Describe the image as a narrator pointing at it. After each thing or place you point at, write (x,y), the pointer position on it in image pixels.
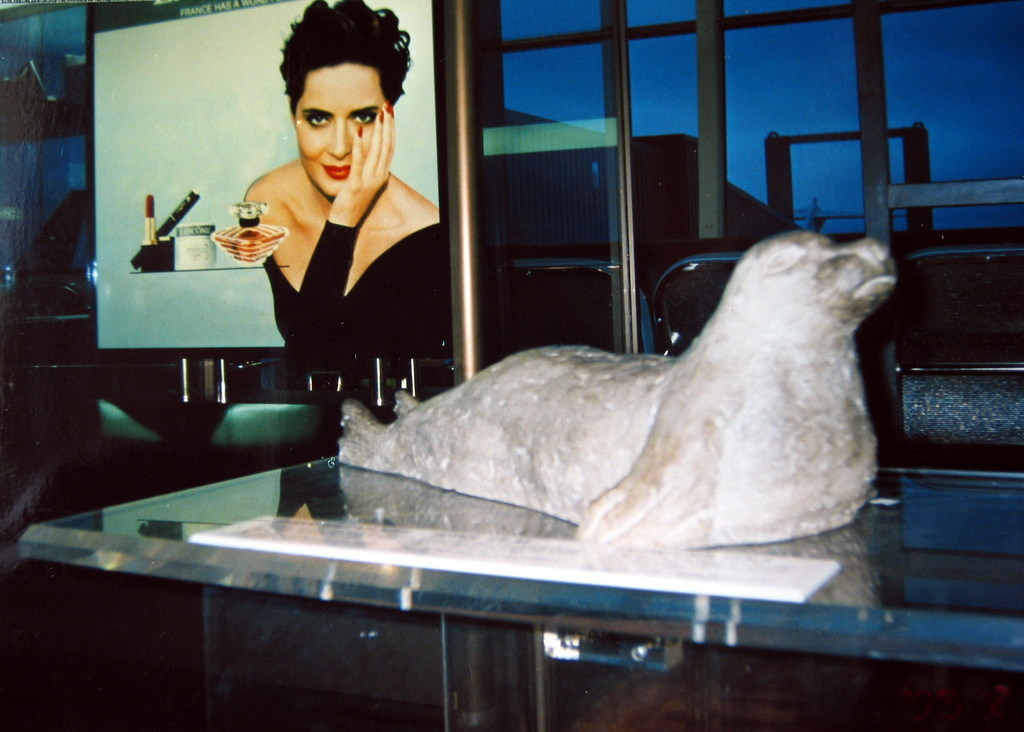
This is an inside view. Here I can see sculpture (703,419) of a seal (687,409) which is placed on a table (855,584). In the background (909,148) there are some poles (710,130) and the chairs (648,327). At the back of this table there is a pole (467,125) to which a board (133,182) is attached. On the board (357,140), I can see an image of a woman (336,288) and few objects (230,246).
